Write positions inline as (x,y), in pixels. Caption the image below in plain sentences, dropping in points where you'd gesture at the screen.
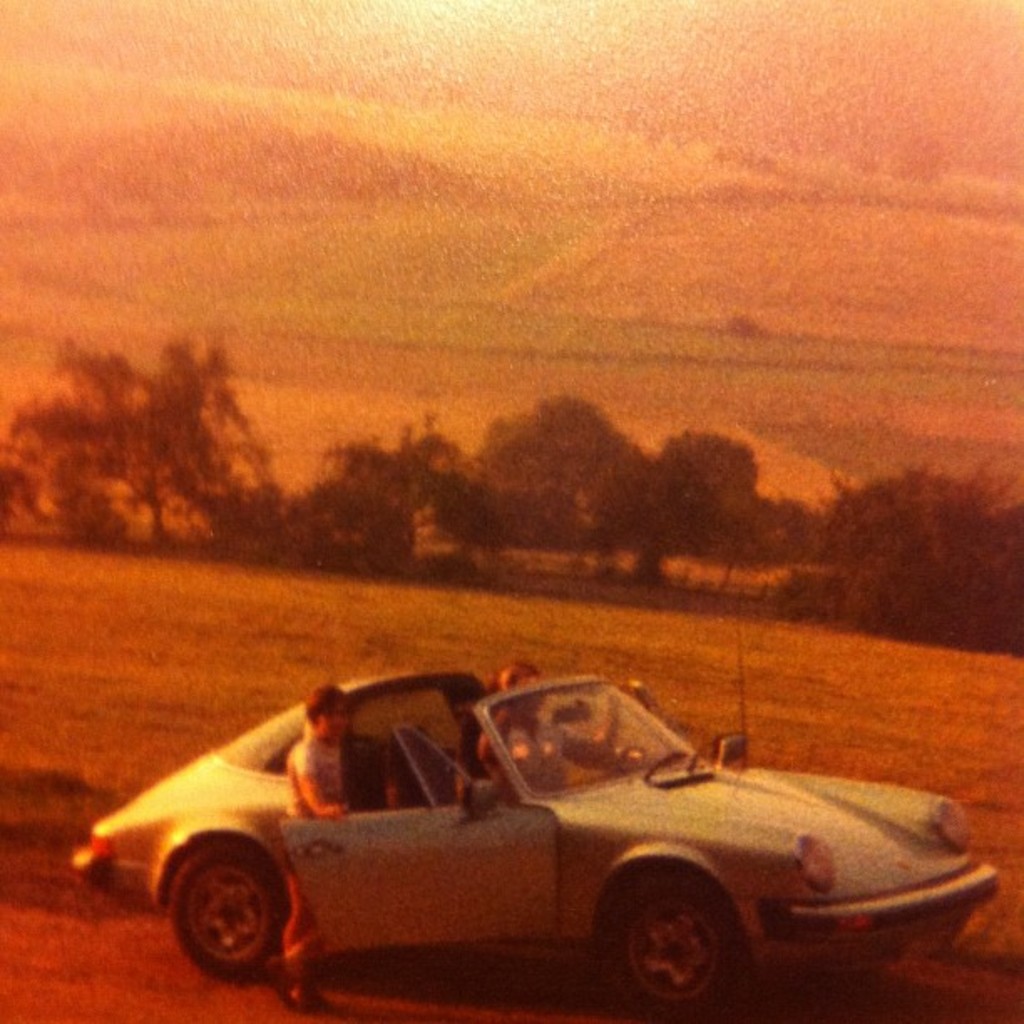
This picture is clicked outside. In the foreground (333,838) we can see the two people (335,738) and we can see a car (494,855) parked on the ground (21,994). In the background (191,276) we can see the sky (204,68), trees (542,507) and some other items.
